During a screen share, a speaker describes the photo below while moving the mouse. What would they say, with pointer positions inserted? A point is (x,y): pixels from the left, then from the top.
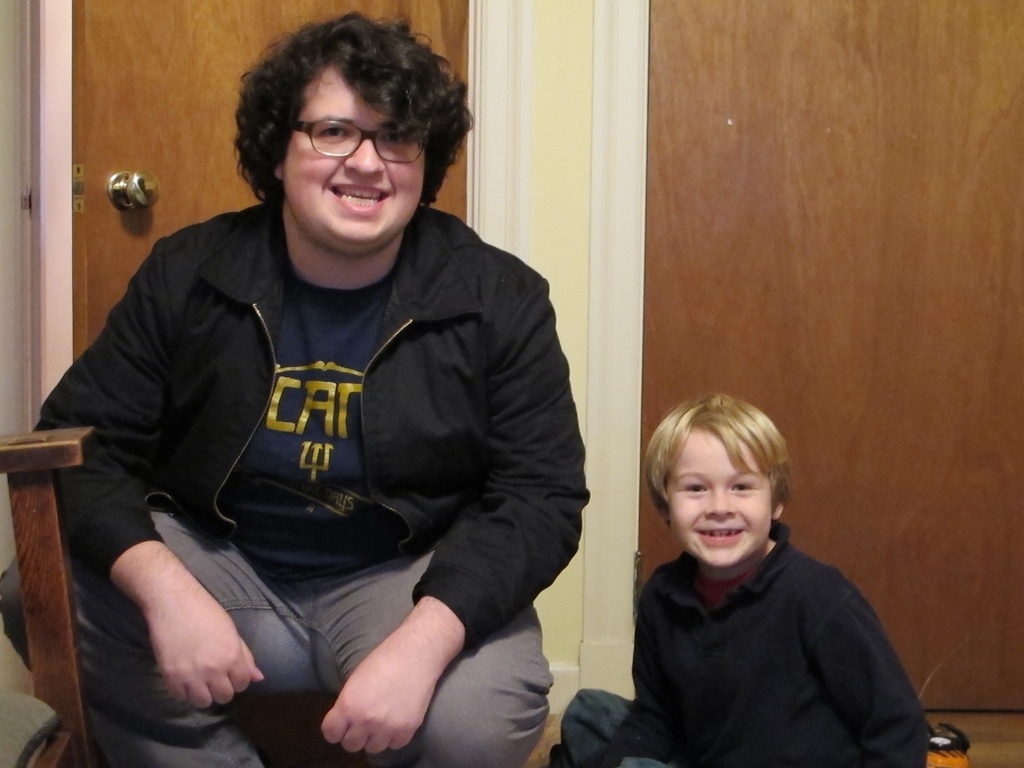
In this image, I can see two people (530,491) sitting and smiling. This is a wooden door (168,172) with a door handle (121,181). On the left corner of the image (26,551), that looks like a wooden object (39,670). I think this is a wooden board (943,379). At the bottom of the image (935,756), that looks like an object (943,739).
